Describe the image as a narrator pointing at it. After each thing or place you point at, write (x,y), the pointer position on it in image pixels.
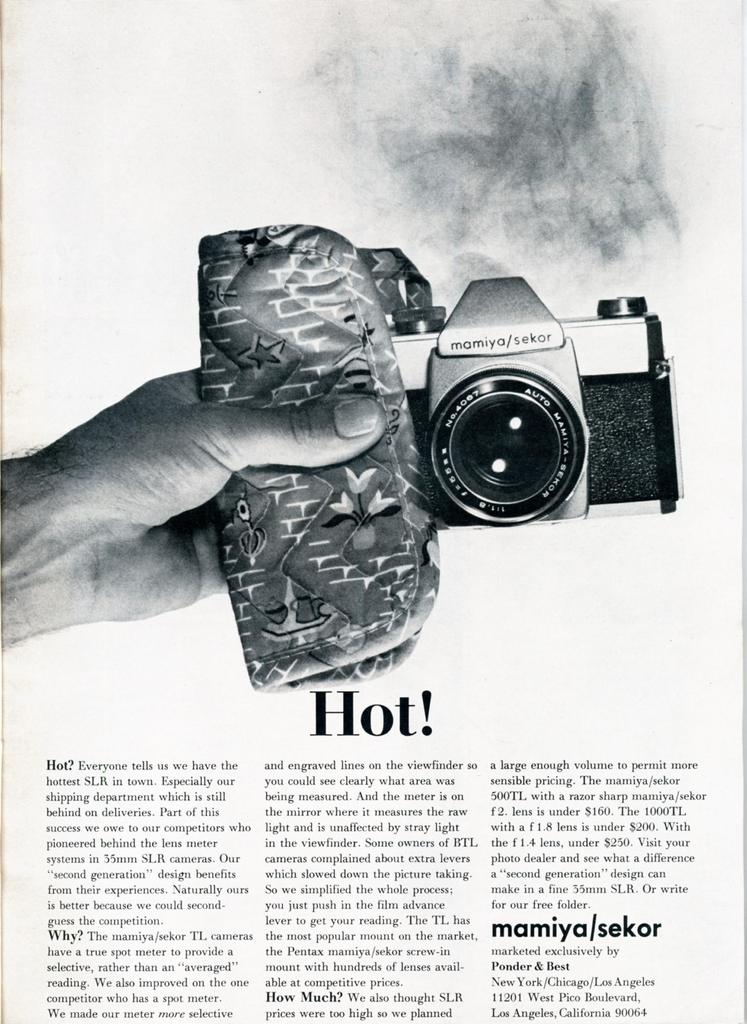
In this image we can see a person's hand (156,438) holding a camera (482,430) with a cloth (341,580). At the bottom of the image (275,875) something is written. And this is an article (510,879). And this is a black and white image.
